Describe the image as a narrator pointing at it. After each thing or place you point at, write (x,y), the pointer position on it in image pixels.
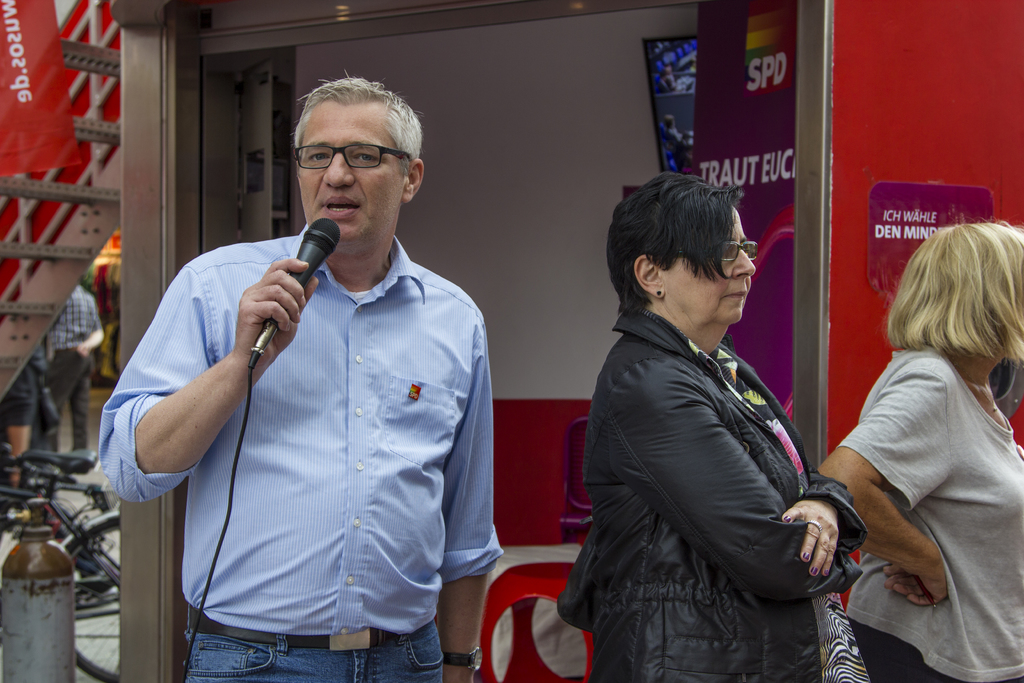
There are three members (602,481) standing in the picture. A man (325,343) is holding a mic (316,270) in his hand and two of them are women (674,441). In the background (549,107) there is a wall (520,104) here.
